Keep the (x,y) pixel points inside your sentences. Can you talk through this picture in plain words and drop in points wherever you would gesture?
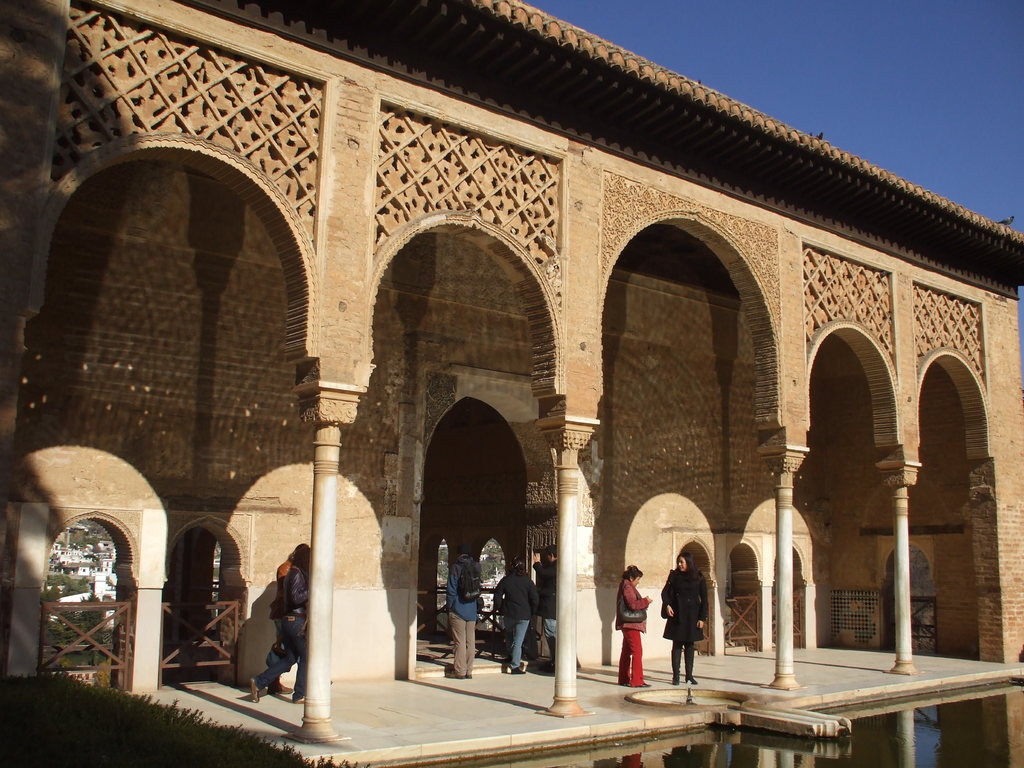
In this image I can see a building (529,215) and windows (113,525) which is in brown and white color. I can see few people (548,603), pillars (787,644) and water (934,745). The sky (818,71) is in blue color.
